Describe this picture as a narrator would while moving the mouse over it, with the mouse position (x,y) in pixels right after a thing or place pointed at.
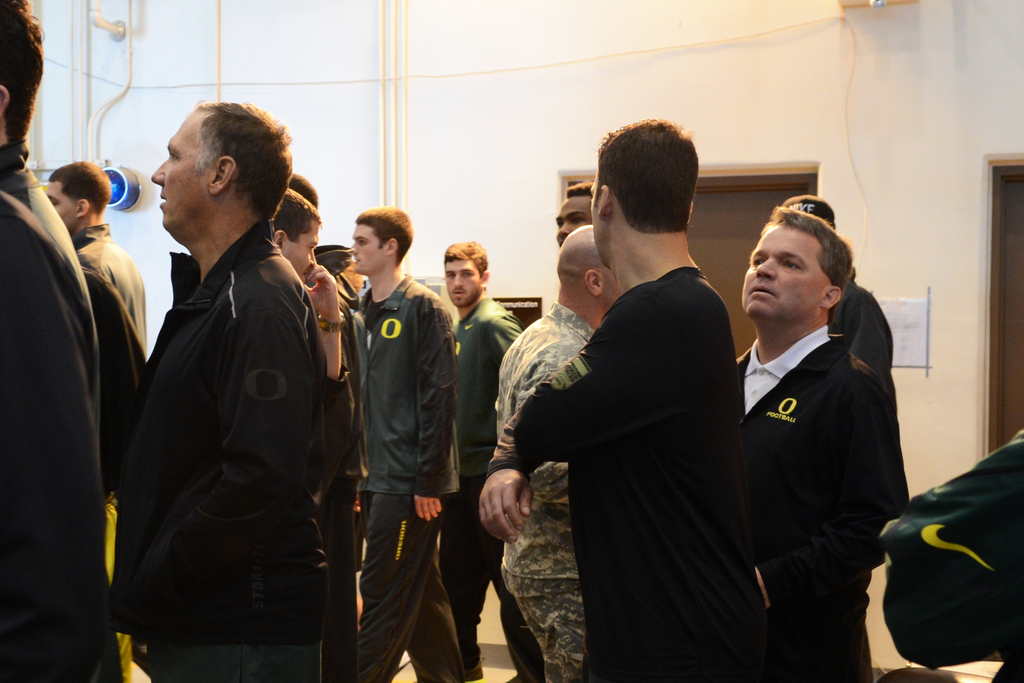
In the center of the image (484,376) we can see a group of people (270,347) are standing. In the background of the image (433,170) we can see wall (415,113), pipes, light (126,173), paper (917,314), doors (749,214) are present.
